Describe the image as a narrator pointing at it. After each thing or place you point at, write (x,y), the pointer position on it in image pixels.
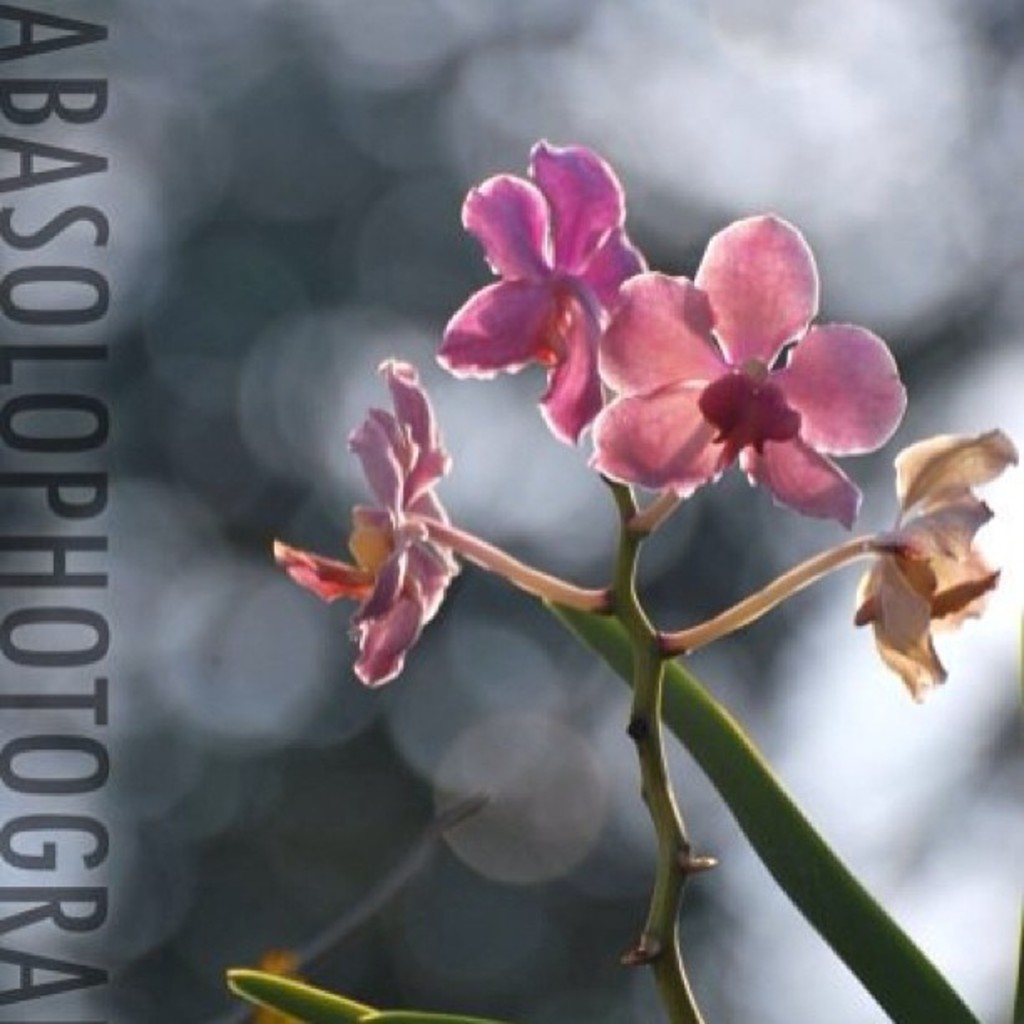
This image consists of flowers (671,451) in pink color. At the bottom (832,893), there is a plant (811,851). The background (367,326) is blurred To the left (57,789), there is a text (92,306).
